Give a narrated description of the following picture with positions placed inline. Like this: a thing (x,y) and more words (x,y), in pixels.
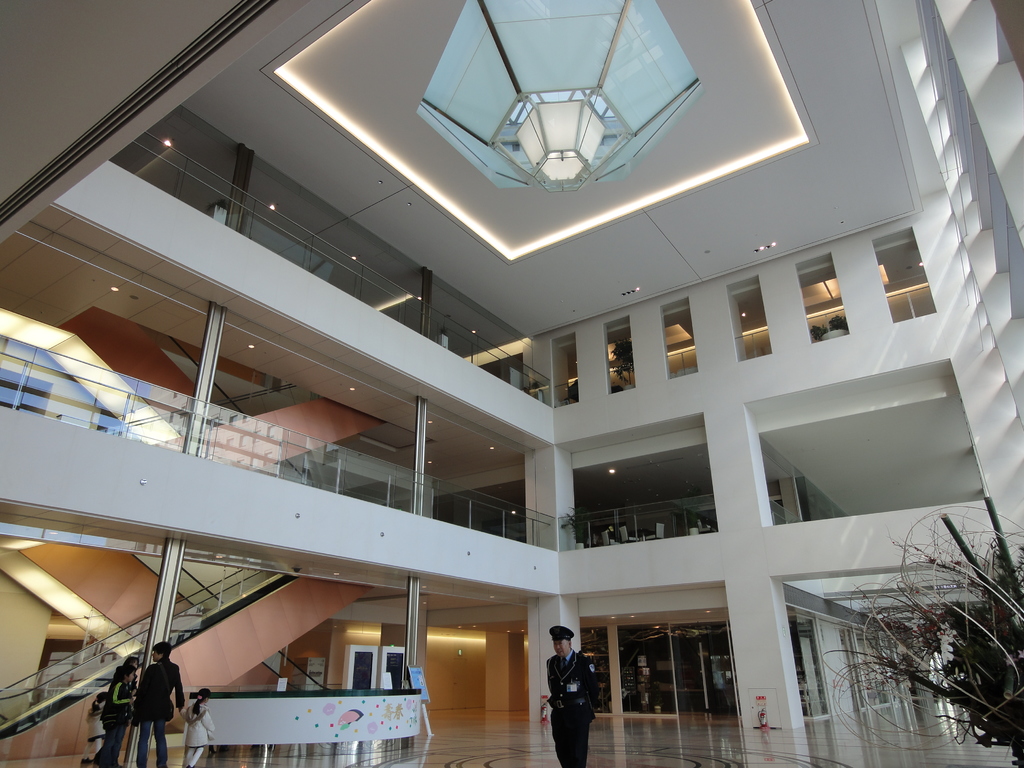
This image is taken inside of a building (209,557), where we can see wall (339,509), glass railing (228,442), ceiling (567,276), persons (567,727) walking on the floor (440,767), a circular desk (310,738), stairs (41,707) and it seems like a flower vase (988,700) is on the right bottom (975,710).
